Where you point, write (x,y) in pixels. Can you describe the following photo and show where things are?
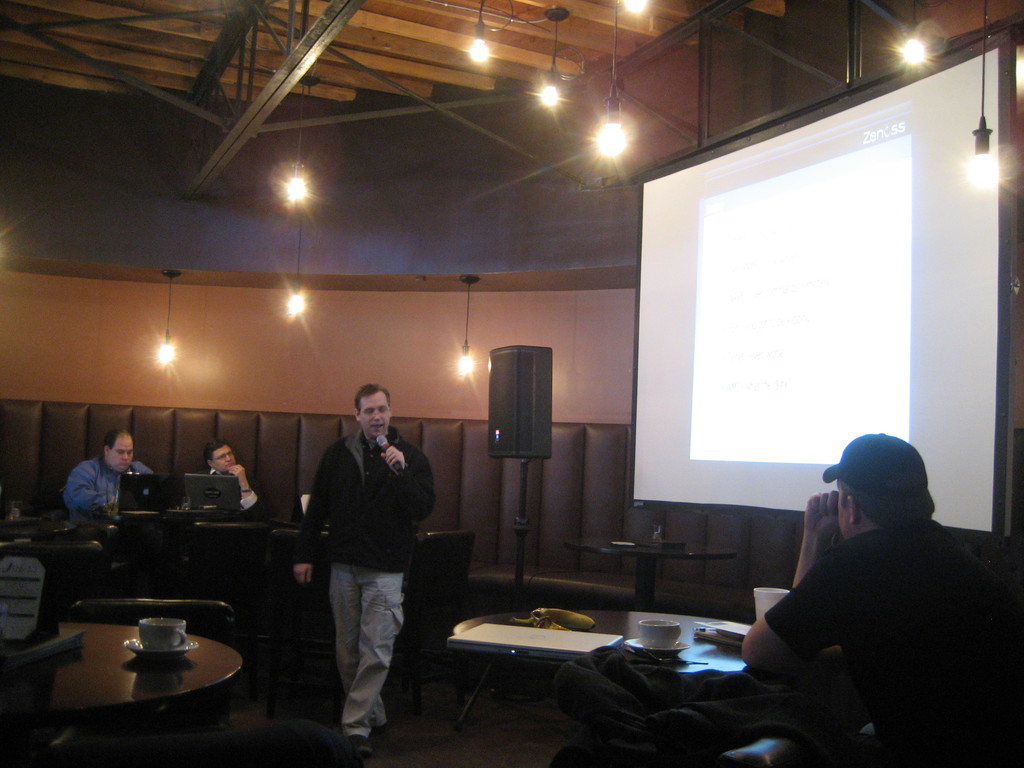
This image is clicked inside a room (418,701). There are people (122,470) sitting on the chairs (463,543) at the tables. In the center (364,505) there is a man (355,604) walking and holding a microphone (387,446) in his hand (392,450). On the tables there are cup (645,632) and saucers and laptops (514,635). There are lights (300,223) hanging to the ceiling (464,105). To the right (809,243) there is a projector board (775,284).
